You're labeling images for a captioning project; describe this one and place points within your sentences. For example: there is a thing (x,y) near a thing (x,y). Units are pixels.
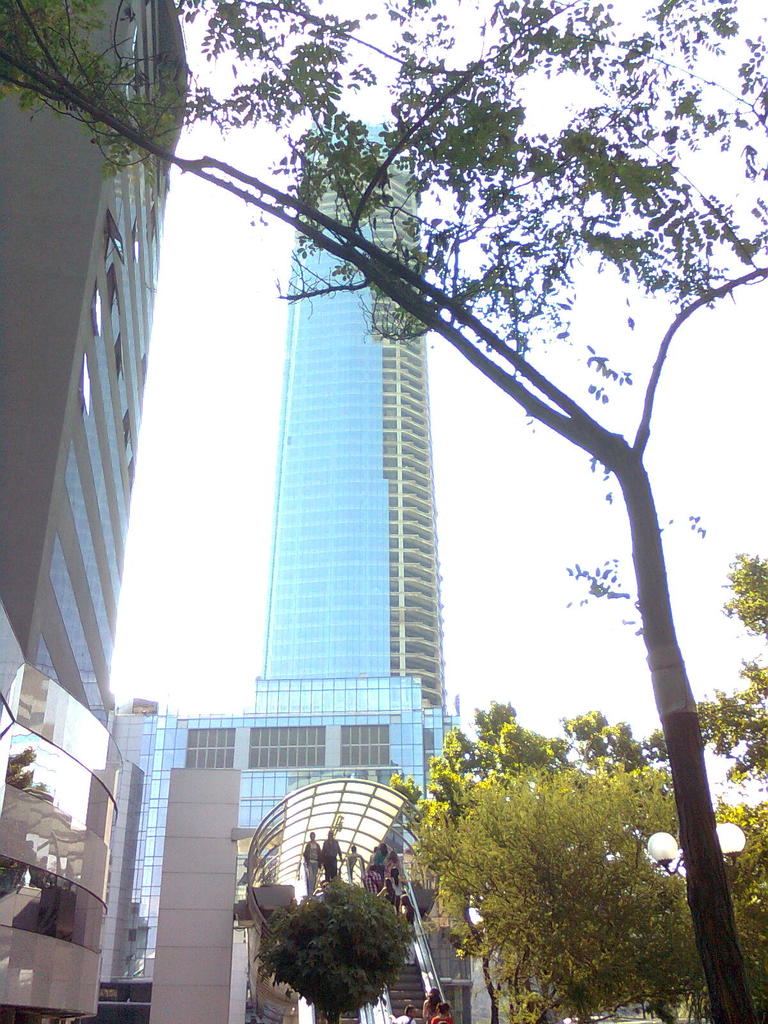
In this image, we can see buildings (331,693), trees (467,948), stairs (418,930), walls (461,1021). Background (678,868) there is a sky (472,523). On these buildings (328,736), we can see glasses (303,313). Right side of the image (739,854), we can see the lights (668,864).
